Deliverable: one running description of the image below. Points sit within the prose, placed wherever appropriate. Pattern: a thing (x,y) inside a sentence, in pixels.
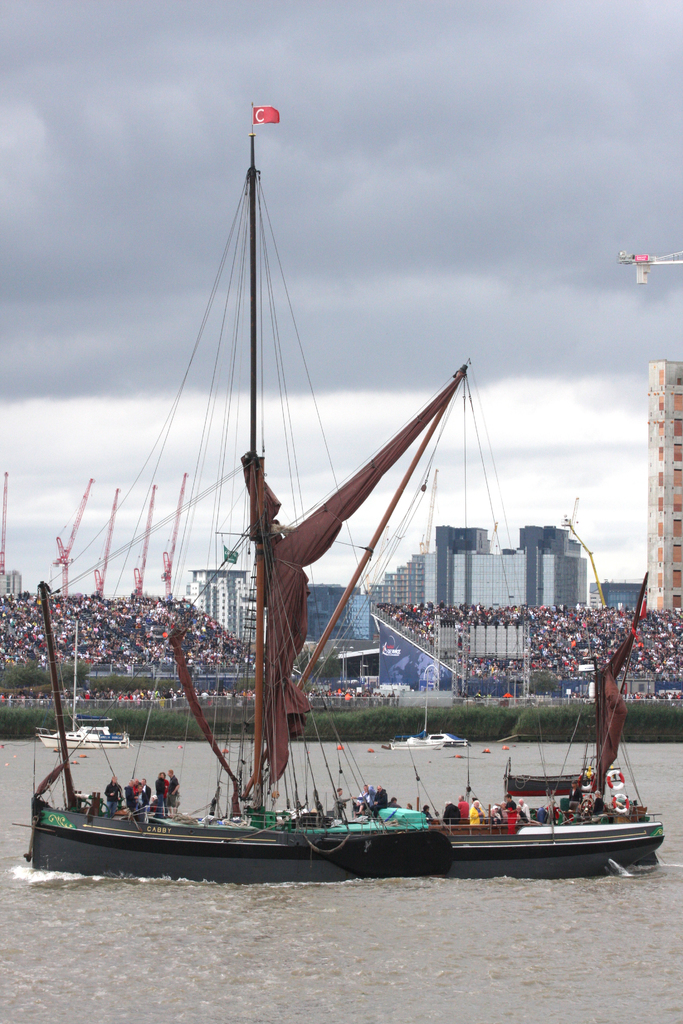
In this image I can see a boat (173,859) in which there are some people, at the background (673,594) there are some people (667,640) and buildings (679,574).
